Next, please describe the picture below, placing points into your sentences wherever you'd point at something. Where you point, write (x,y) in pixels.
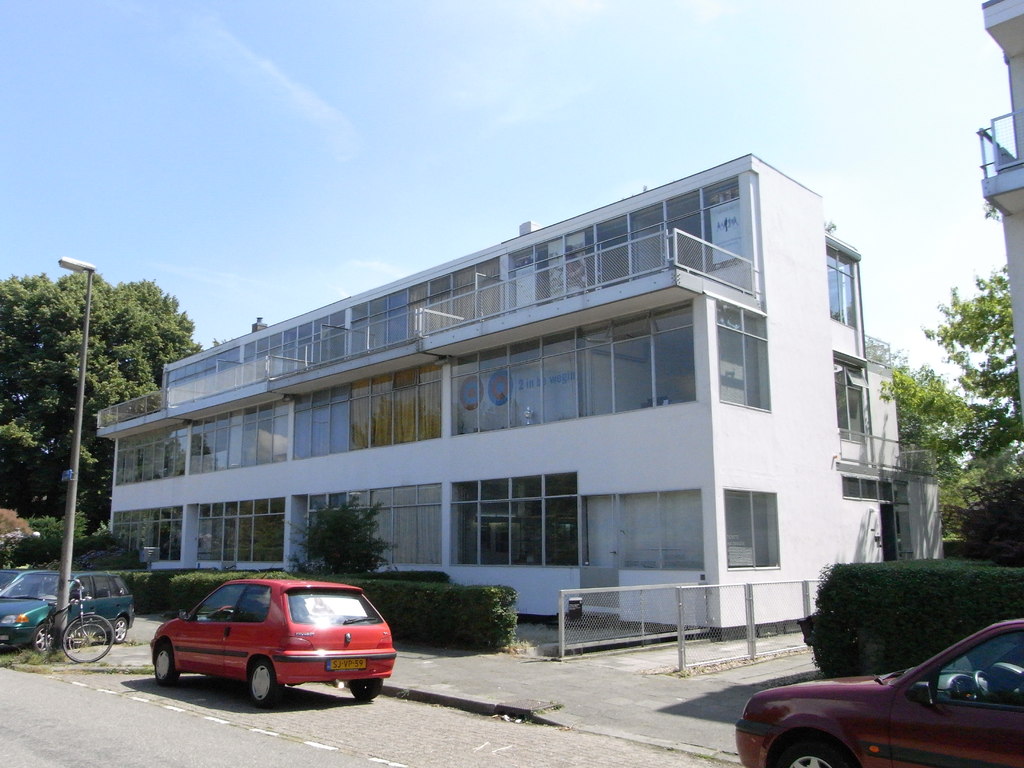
In this image I can see few vehicle (216,645) on the road (343,726), in front (277,646) the vehicle (241,642) is in red color. Background (4,343) I can see trees (29,431) in green color, a building (561,484) in white color, a light pole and sky (410,150) is in blue and white color.
